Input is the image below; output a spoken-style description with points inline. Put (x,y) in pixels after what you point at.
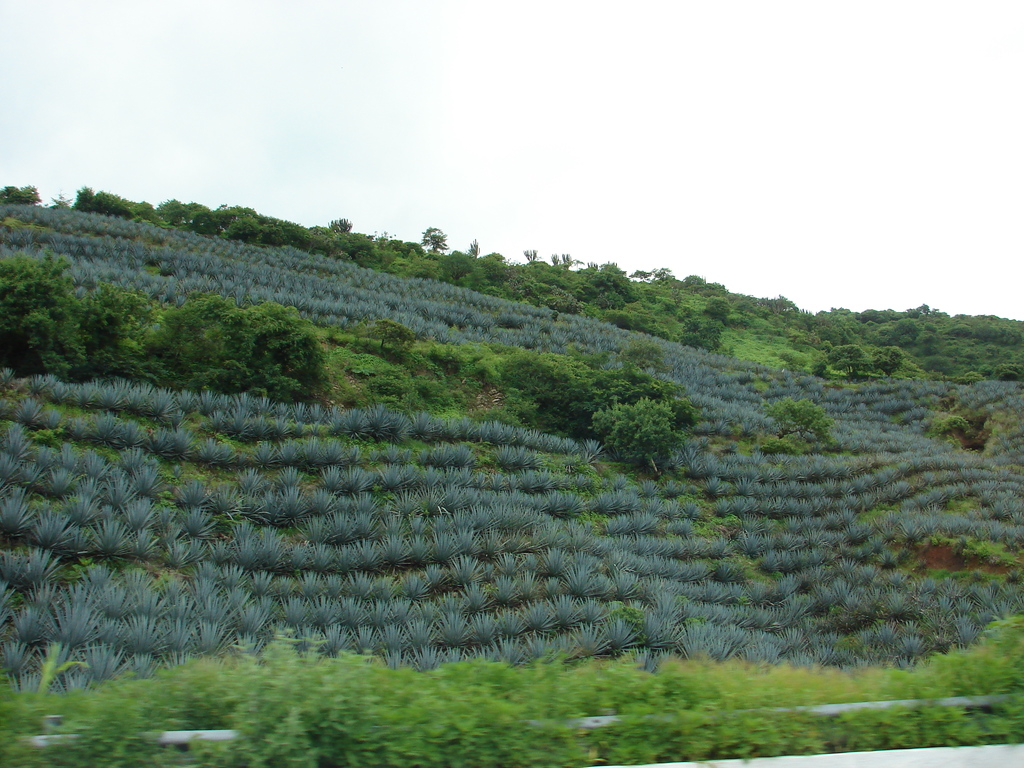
In this picture we can see a pipe (65,737) in between the plants (389,709). There are few plants (48,415) and trees (967,319) in the background (408,608).
